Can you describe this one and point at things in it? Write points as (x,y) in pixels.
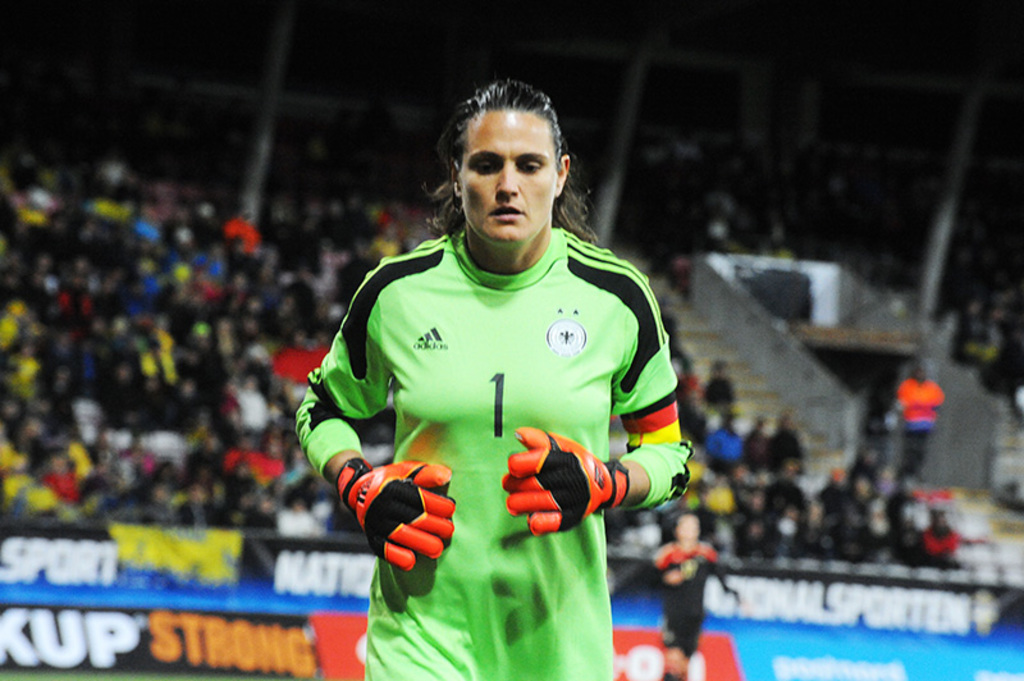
In this picture I can see a woman (513,281) in front (571,348), who is wearing green and black color jersey (582,266) and I see that she is wearing gloves (598,512). In the background (246,668) I can see the boards (295,583), on which there is something written and I see number of people (72,486) and I can also see that it is blurred in the background (973,386) and on the top of this picture (722,31) I see that it is a bit dark.
